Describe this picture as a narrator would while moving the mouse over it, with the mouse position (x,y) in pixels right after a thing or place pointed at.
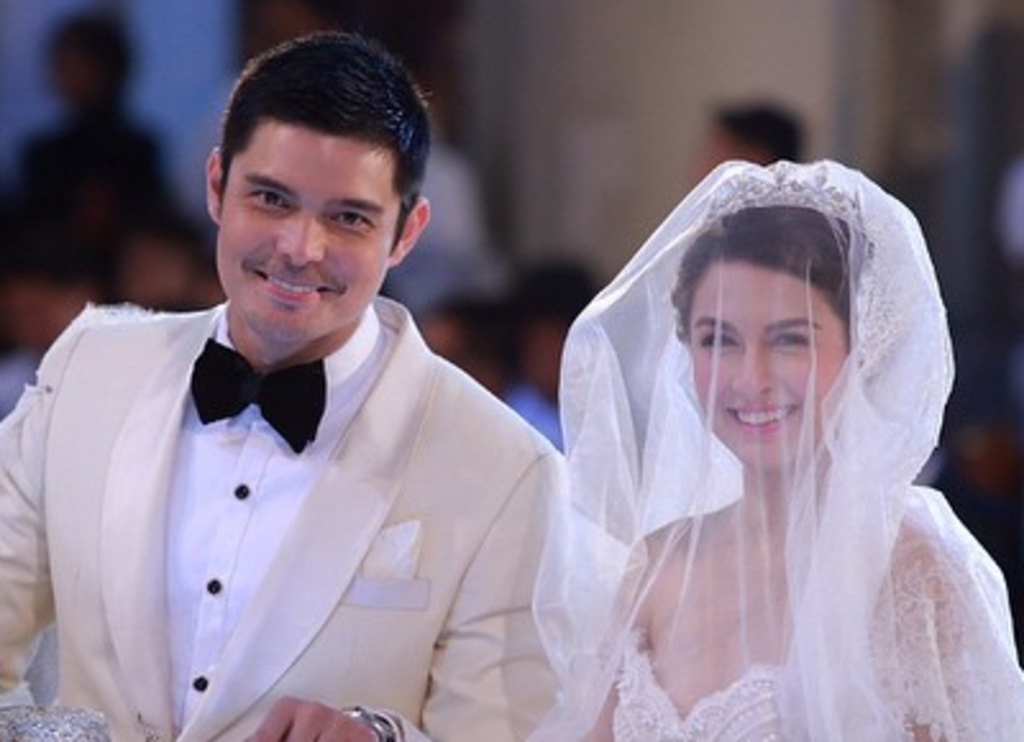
A married couple (314,349) is present. The bride (810,623) at the right (824,694) is wearing a white gown (747,740) and veil (725,533). The groom (476,537) present at the left (27,439) is wearing a suit (86,383) and a black bow (235,393). The background (524,136) is blurred.
